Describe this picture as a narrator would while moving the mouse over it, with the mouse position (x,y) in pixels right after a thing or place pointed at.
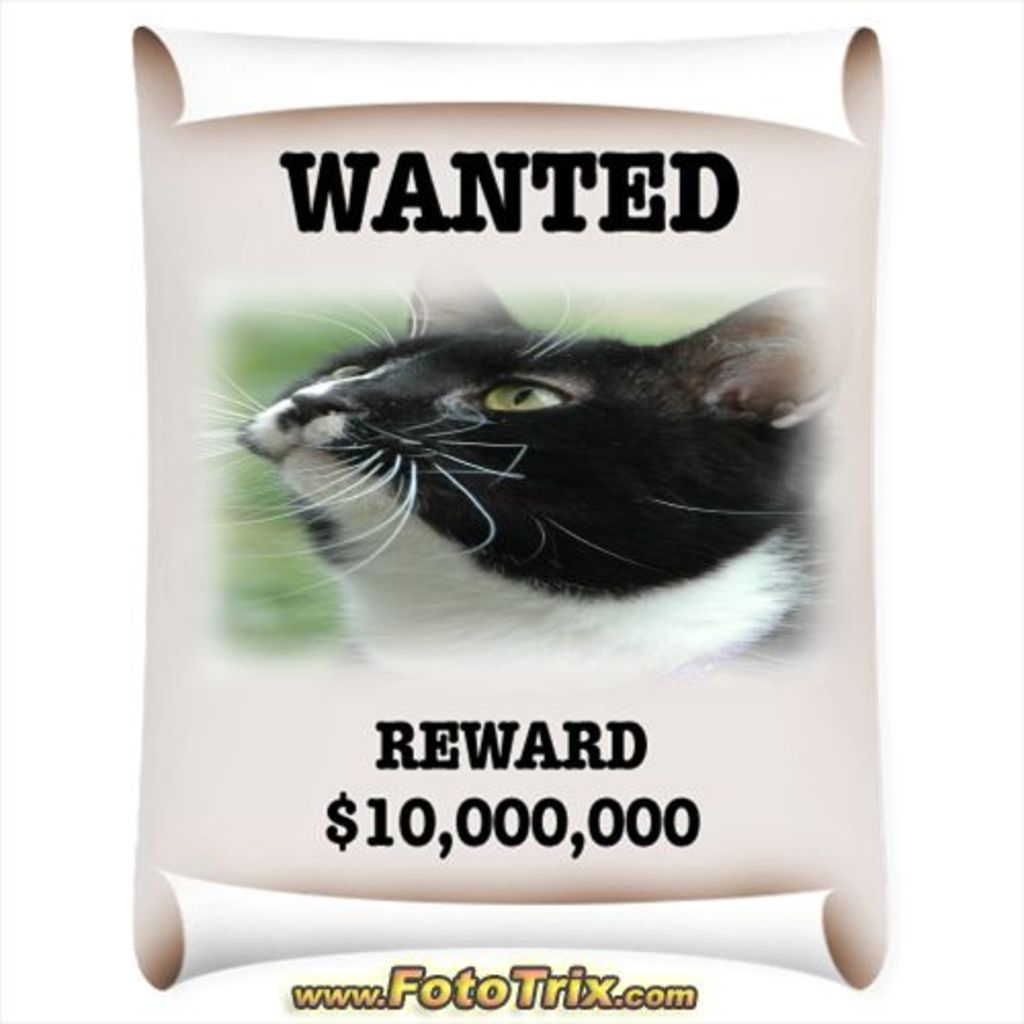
In this image there is a poster (353,532), on that poster (414,517) there is a cat (568,501) and some text (465,845), at the bottom (654,996) there is text (400,997).
